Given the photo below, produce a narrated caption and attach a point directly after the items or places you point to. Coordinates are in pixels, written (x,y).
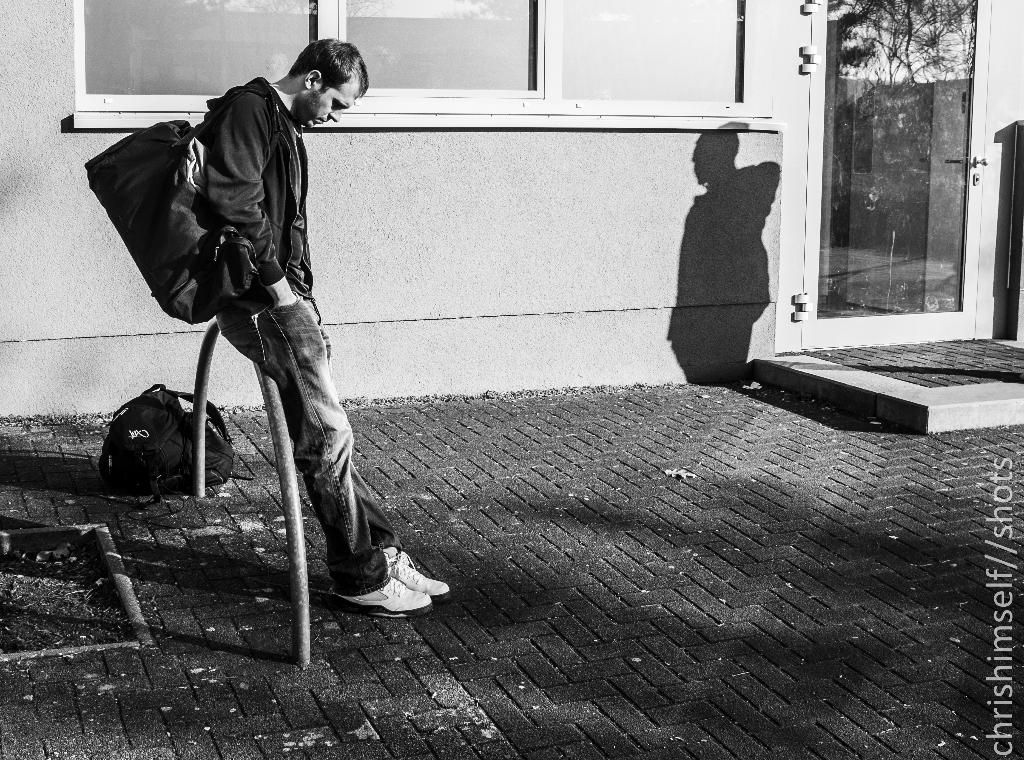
As we can see in the image there is wall (697,225), window (607,56), door (913,84), black color bag (189,421), a person (349,441) wearing black color jacket (268,213) and bag (161,187).
